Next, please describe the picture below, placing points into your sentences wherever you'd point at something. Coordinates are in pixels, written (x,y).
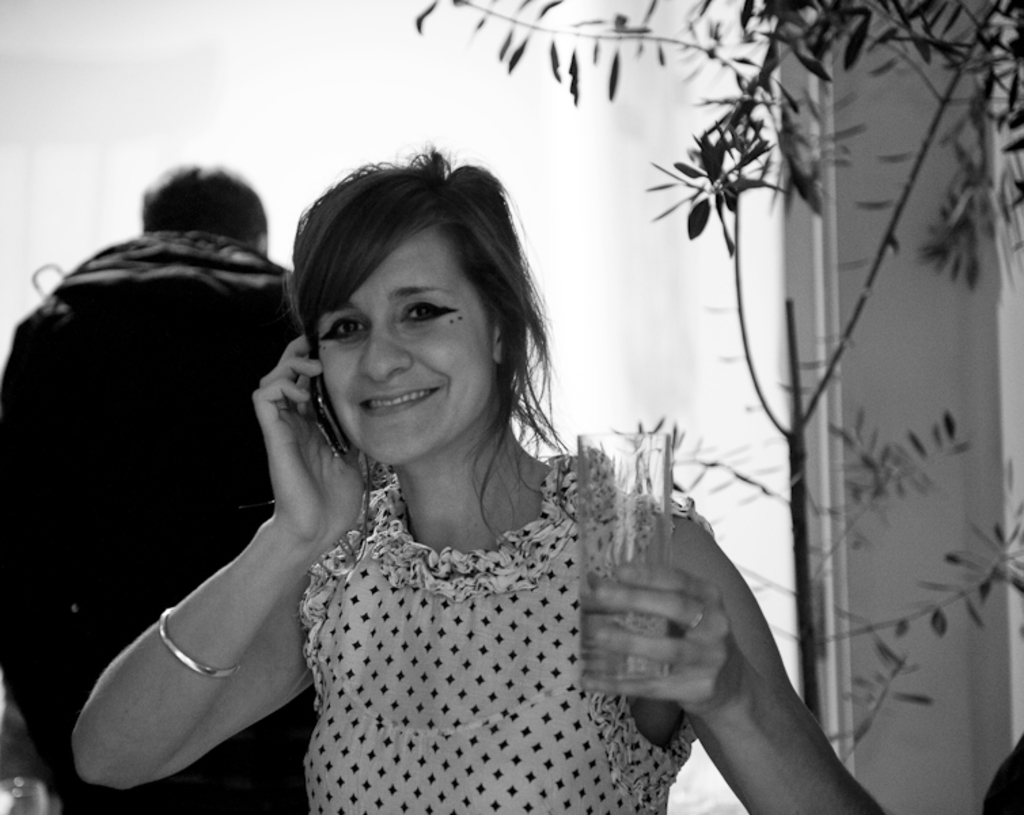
In this picture we can see a woman (511,681) wearing white color dress (571,597), holding the glass (620,491) in the hand (639,600) and talking to the mobile (318,410). Behind there is a man (174,453) wearing black jacket (111,543) and standing. In the background (463,125) there is a window glass (600,151) and small plant (706,53).
